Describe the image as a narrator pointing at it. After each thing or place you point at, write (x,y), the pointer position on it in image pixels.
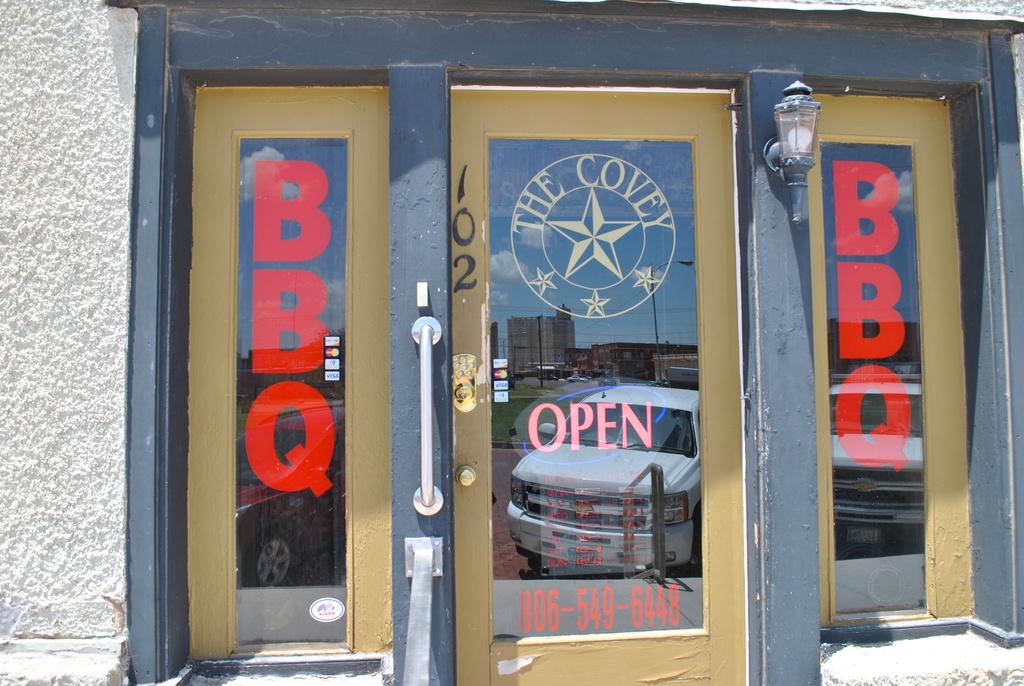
In this image we can see lights (804,134), doors (549,239) and windows (909,206) to the building (22,144).
